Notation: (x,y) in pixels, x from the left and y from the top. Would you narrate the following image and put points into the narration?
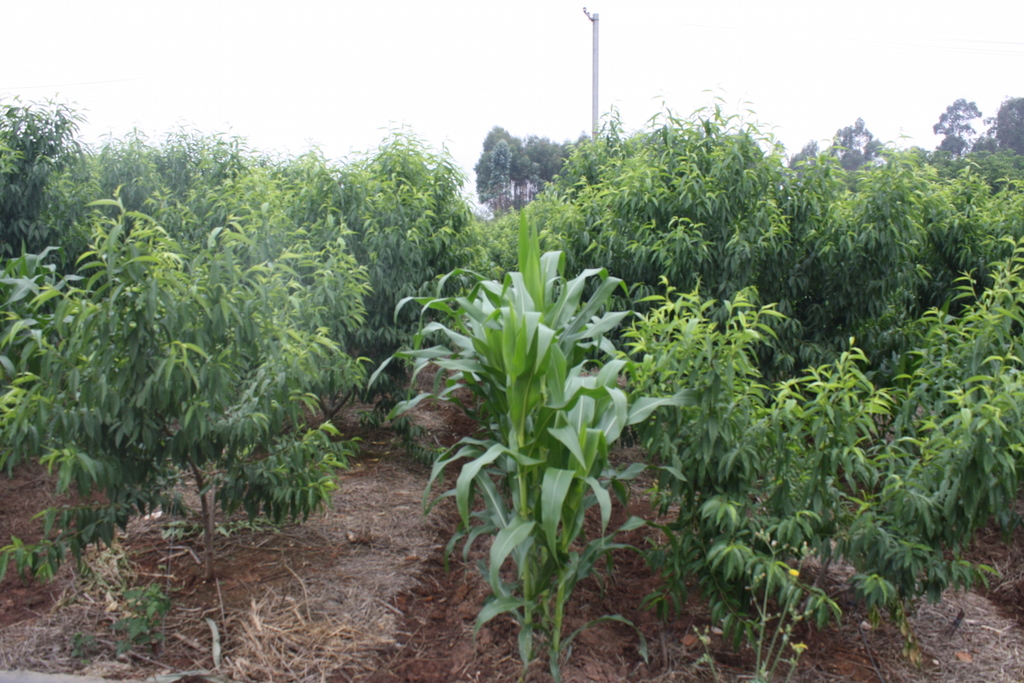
In this image we can see plants (386,352) and trees (525,165). Middle of the image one pole (596,54) is there.
